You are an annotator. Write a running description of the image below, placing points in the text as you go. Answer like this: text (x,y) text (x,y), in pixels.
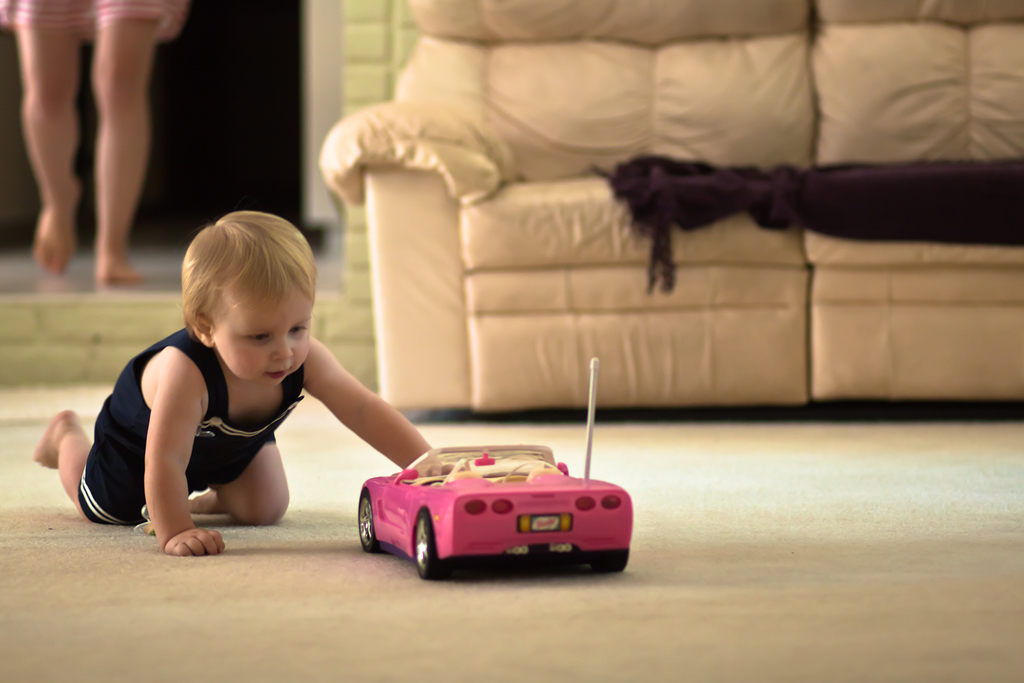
On the left side (279,504) there is a kid (262,465) playing with a car toy (415,485) behind him there is a sofa (558,301) and a cloth (723,184) placed on the sofa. In the background (40,10) there is a person (106,98).
